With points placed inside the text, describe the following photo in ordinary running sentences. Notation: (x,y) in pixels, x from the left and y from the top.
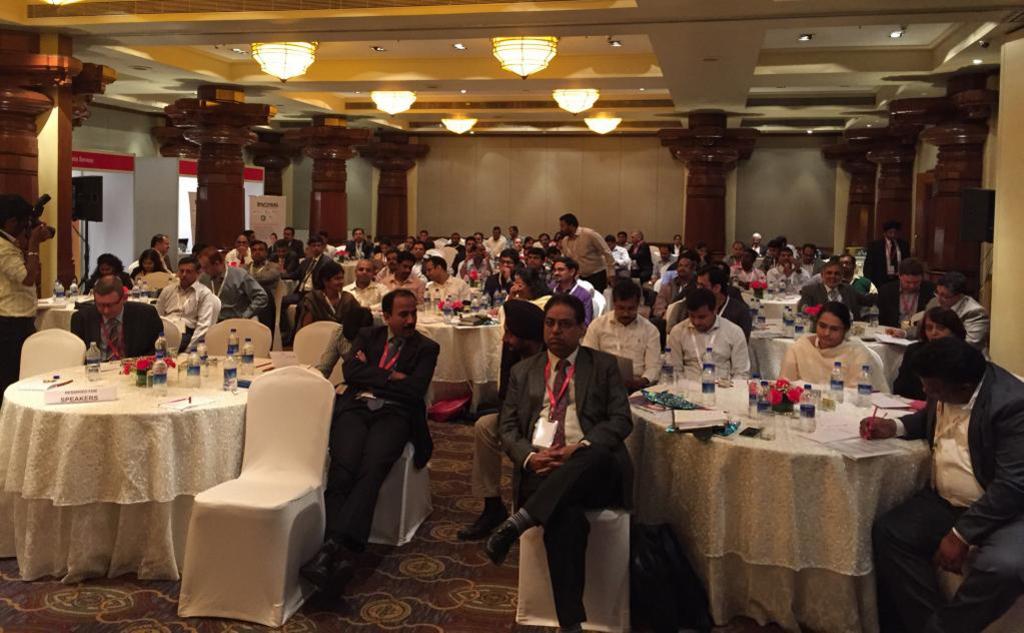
In this image there are group of persons (651,355) who are sitting around the table (674,386) in a room (438,423).
